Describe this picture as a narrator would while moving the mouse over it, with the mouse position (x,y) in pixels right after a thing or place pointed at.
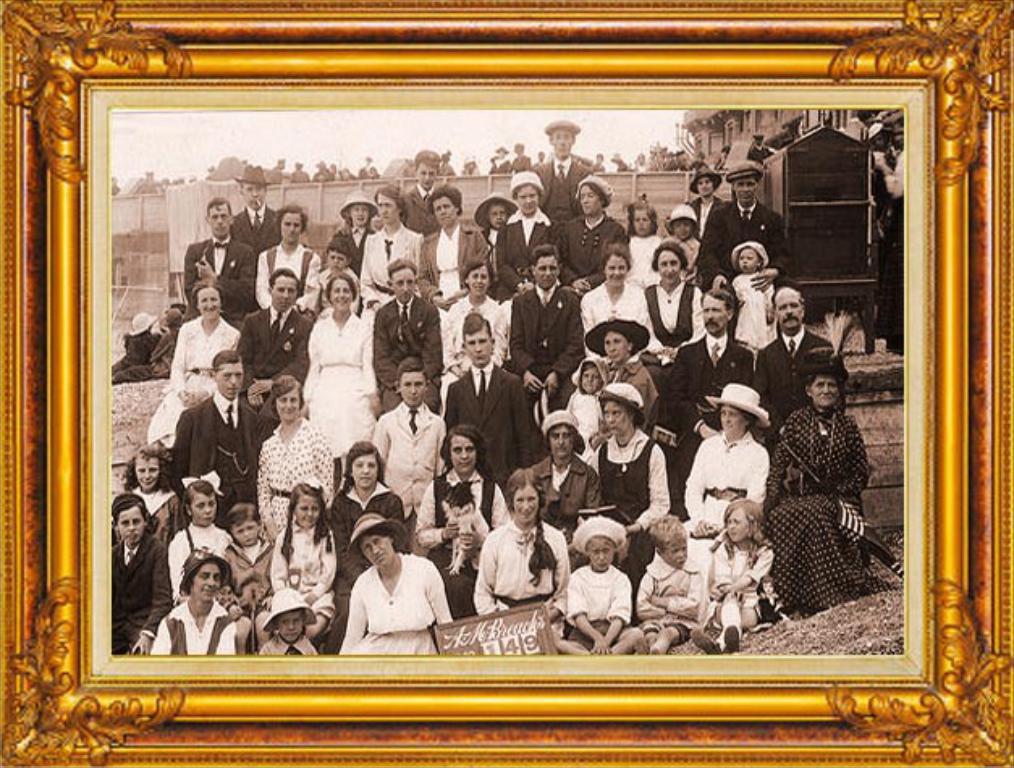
This is the picture of a photo frame (392,83) in which there are some people (542,477) and also we can see a fencing (117,234) behind them and some other things (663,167) around.
